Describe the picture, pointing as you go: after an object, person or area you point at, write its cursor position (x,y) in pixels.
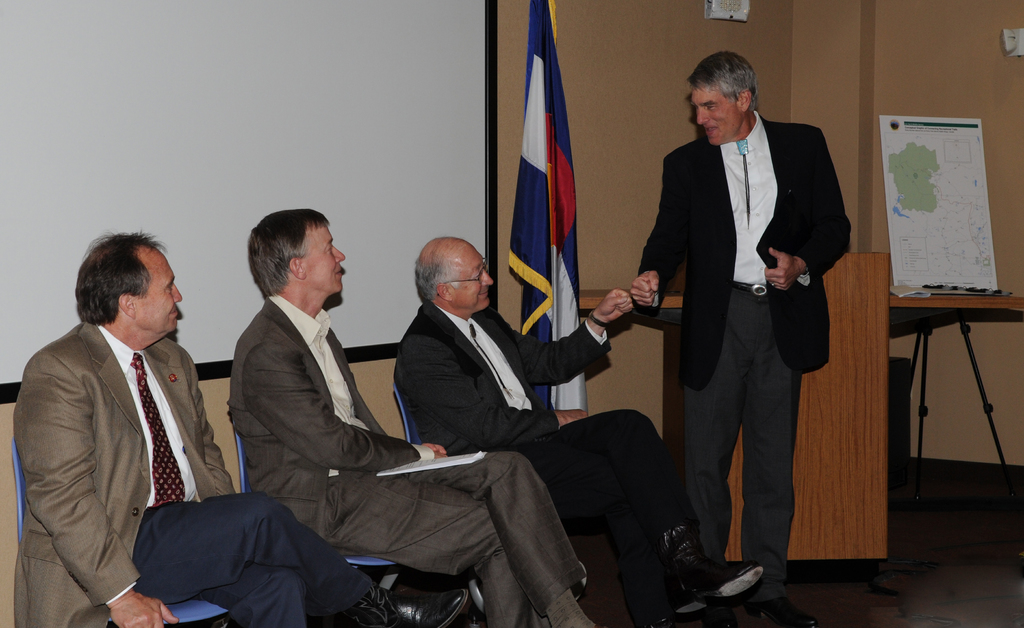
In this image on the left hand side (258,418) we can see three persons (358,390) sitting on the chairs (21,469) and we can also see a projector screen (482,129), flag (554,299), board (970,271) included with a stand (960,312) and wooden object (830,342). On the right hand side (733,179) we can see a person (790,377) standing.
